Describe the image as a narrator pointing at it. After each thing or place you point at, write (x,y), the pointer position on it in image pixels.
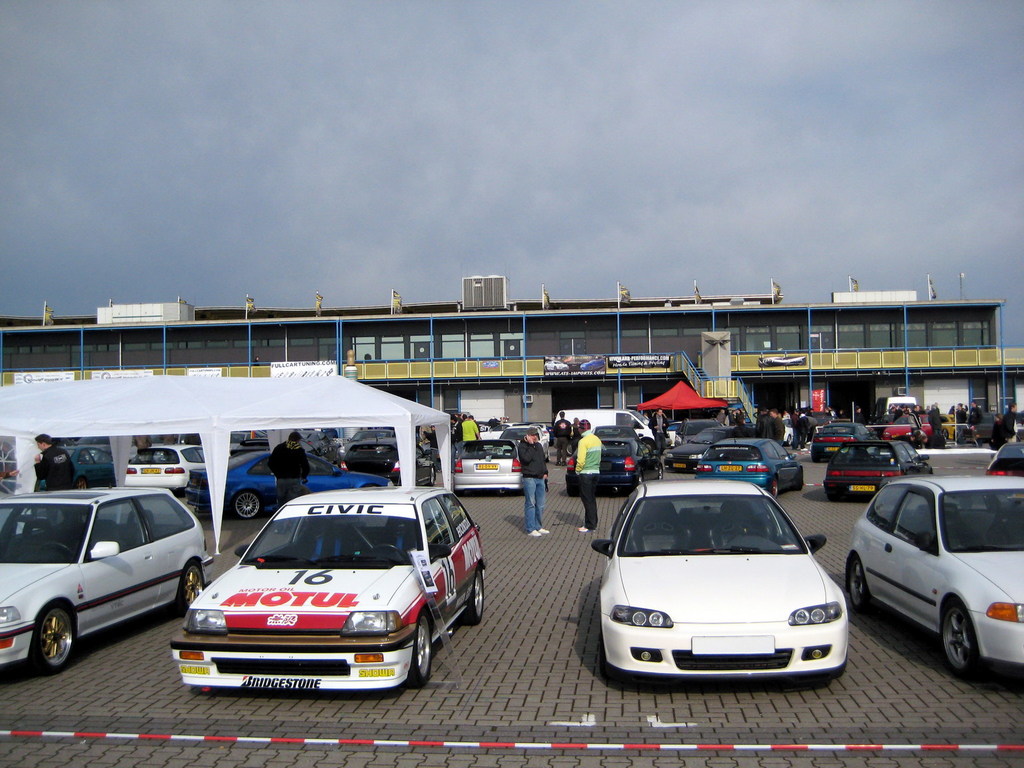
In this picture there are some cars (350,609) parked in the front (298,643). Behind there is a glass building (570,409) with red and white color canopy sheds (352,423).
